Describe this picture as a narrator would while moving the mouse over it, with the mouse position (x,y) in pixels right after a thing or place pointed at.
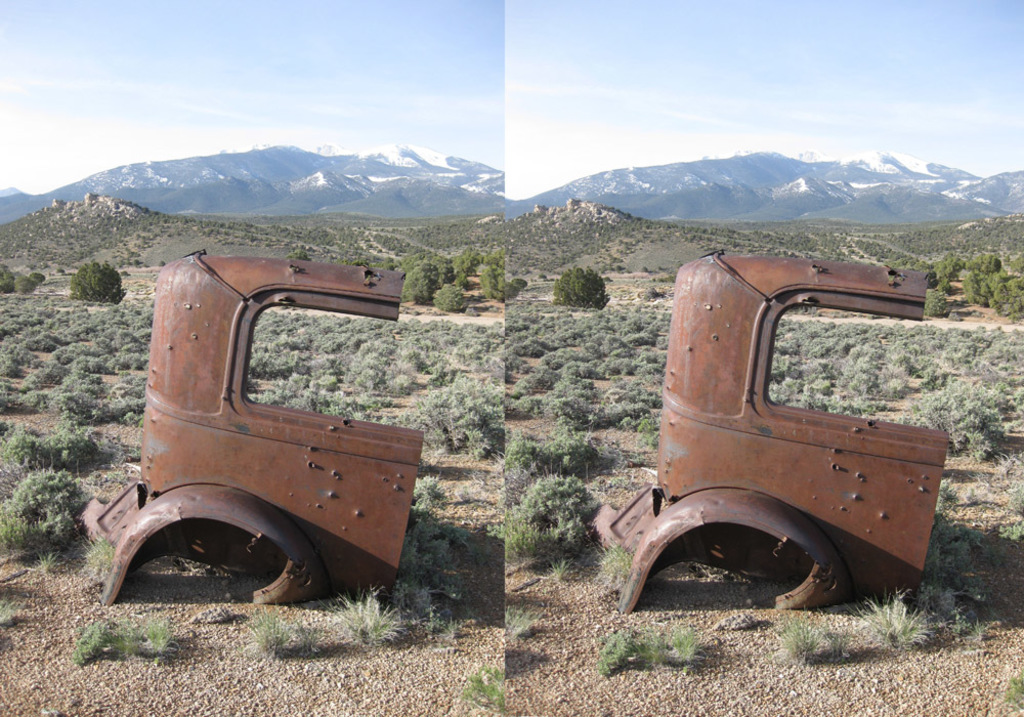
This is an edited image. There are two images in this. Both are same images. There are bushes (12,451) at the bottom (532,495). There are mountains (439,202) in the middle (602,264). There is sky (642,106) at the top (170,99).
